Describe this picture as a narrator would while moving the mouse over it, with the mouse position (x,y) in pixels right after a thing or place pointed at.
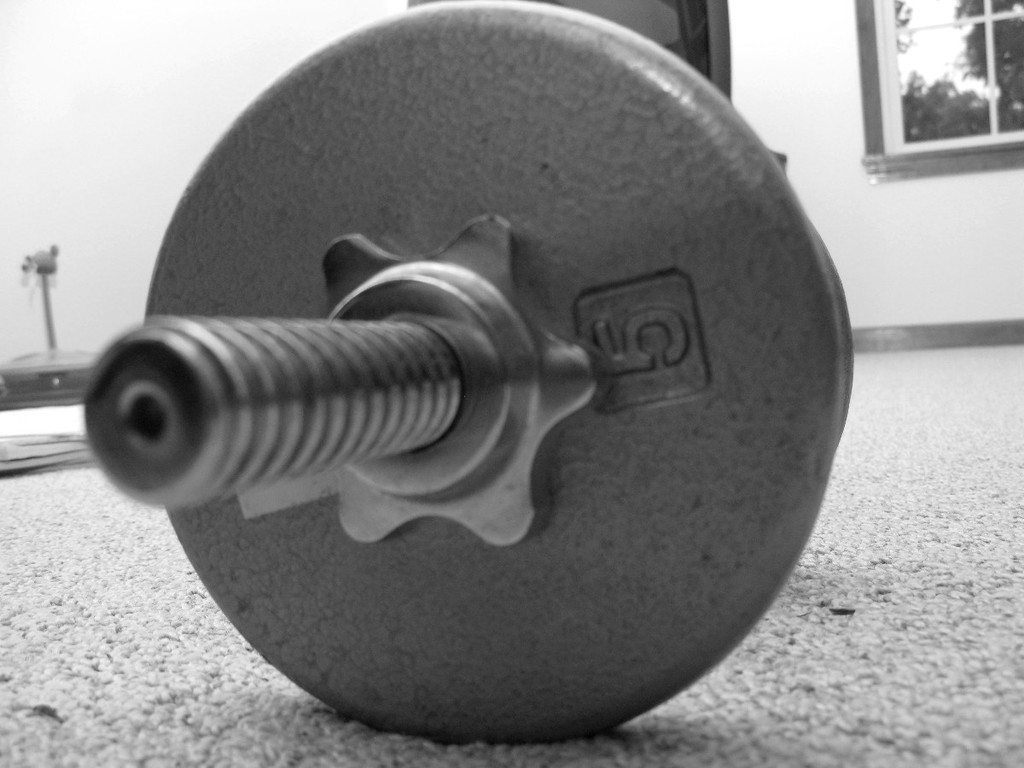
It is a black and white image. In this image we can see the weight plate (609,369) with a number (609,369). In the background (746,42) we can see the wall (762,22) and also a window (933,76) to the building (178,174). We can see the surface (866,651).
